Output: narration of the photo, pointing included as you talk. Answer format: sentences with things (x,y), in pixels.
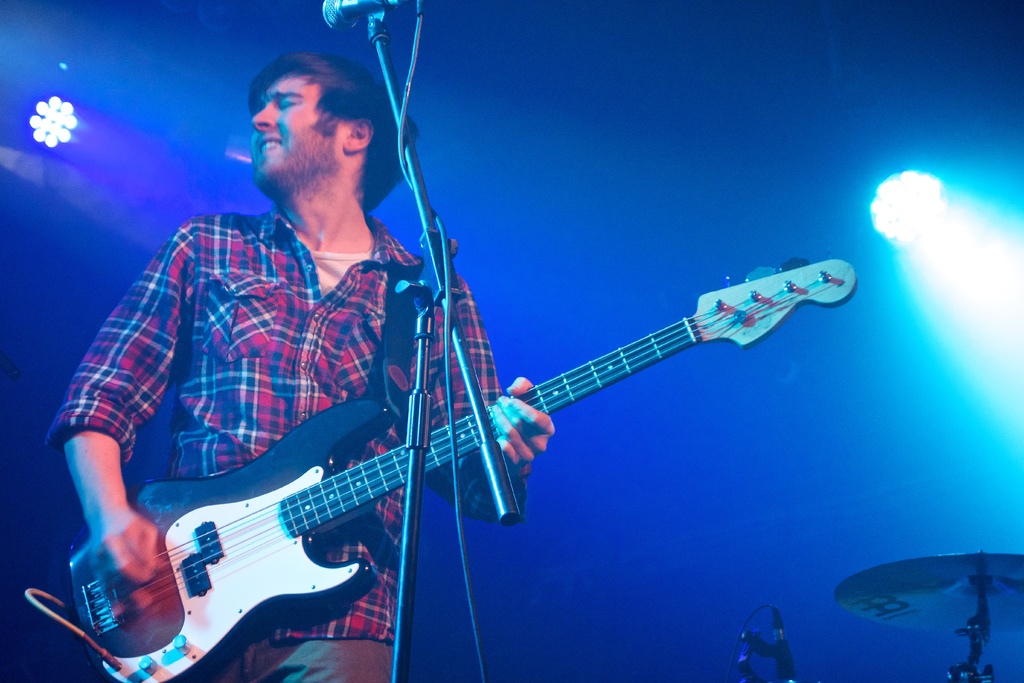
In this image there is man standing and playing a guitar (611,362) and the back ground (1014,566) there is cymbal (1006,584) and focus lights (893,223).
